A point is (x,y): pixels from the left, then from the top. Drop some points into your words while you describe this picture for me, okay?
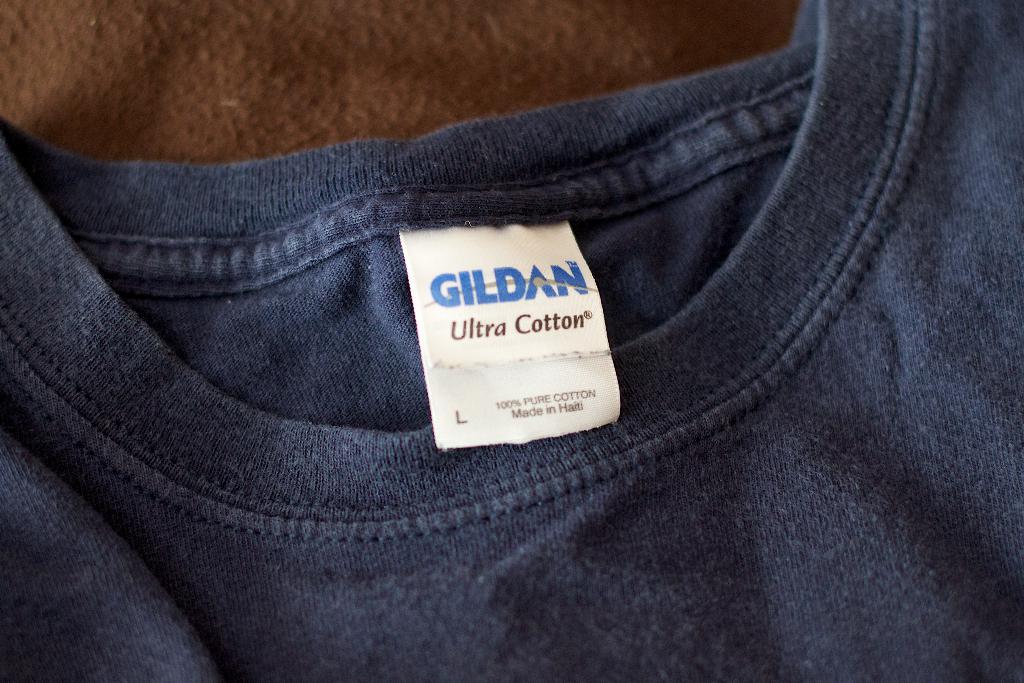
In this image we can see dark blue color t-shirt (379,425) with a tag (503,324) is kept on the brown color surface (254,97).
